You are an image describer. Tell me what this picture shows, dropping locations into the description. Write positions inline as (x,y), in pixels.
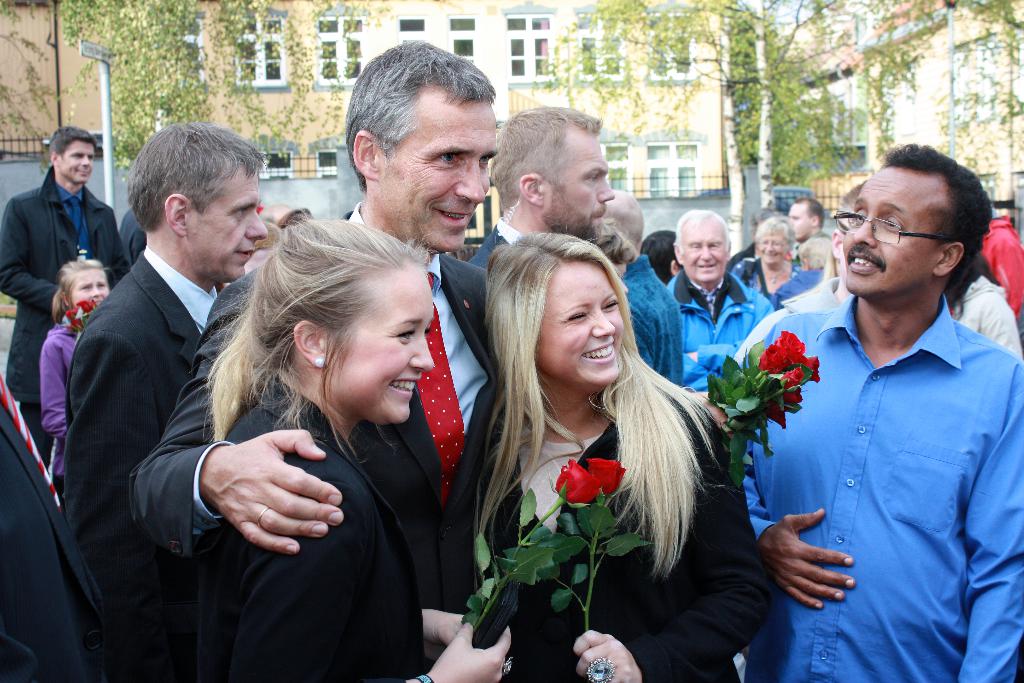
In this picture we can see some people (701,288) standing, these three persons (660,418) are holding rose flowers (761,397), in the background (659,119) there is a building (558,32), we can see trees (616,90) here, on the left side (100,112) there is a pole (106,125).
